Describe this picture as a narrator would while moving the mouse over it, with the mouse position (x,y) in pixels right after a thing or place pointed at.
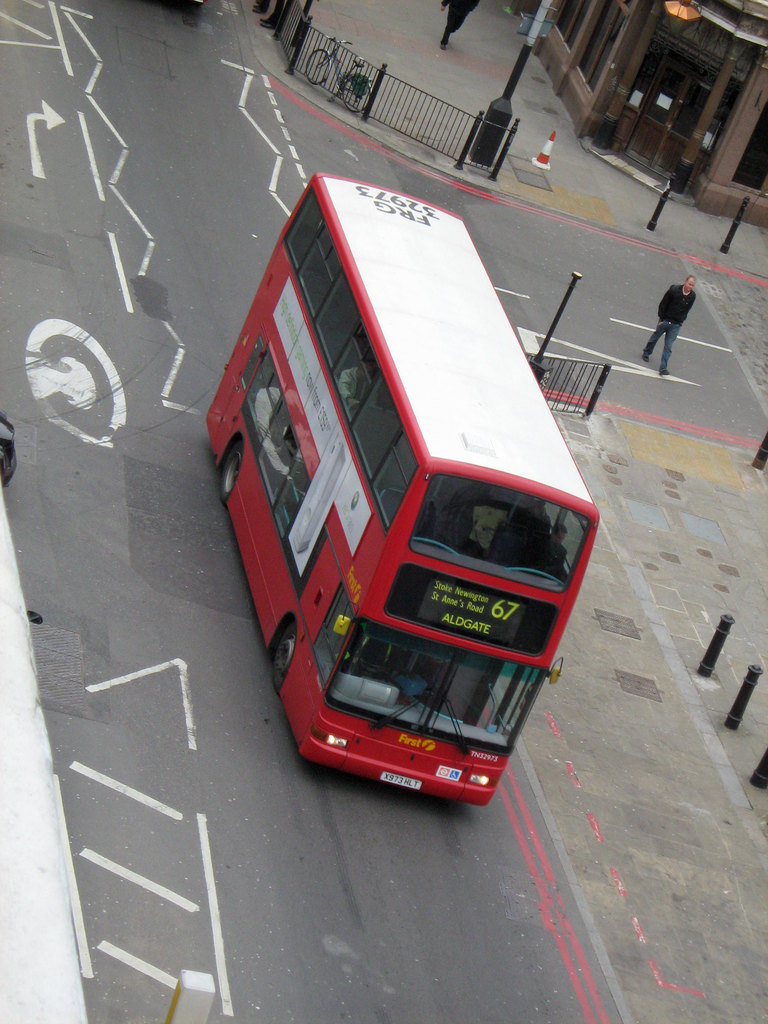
In the middle (465,682) I can see a bus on the road (288,828). In the background (640,148) I can see a fence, poles (709,667), buildings (630,146) and two persons (659,325). This image is taken during a day.
